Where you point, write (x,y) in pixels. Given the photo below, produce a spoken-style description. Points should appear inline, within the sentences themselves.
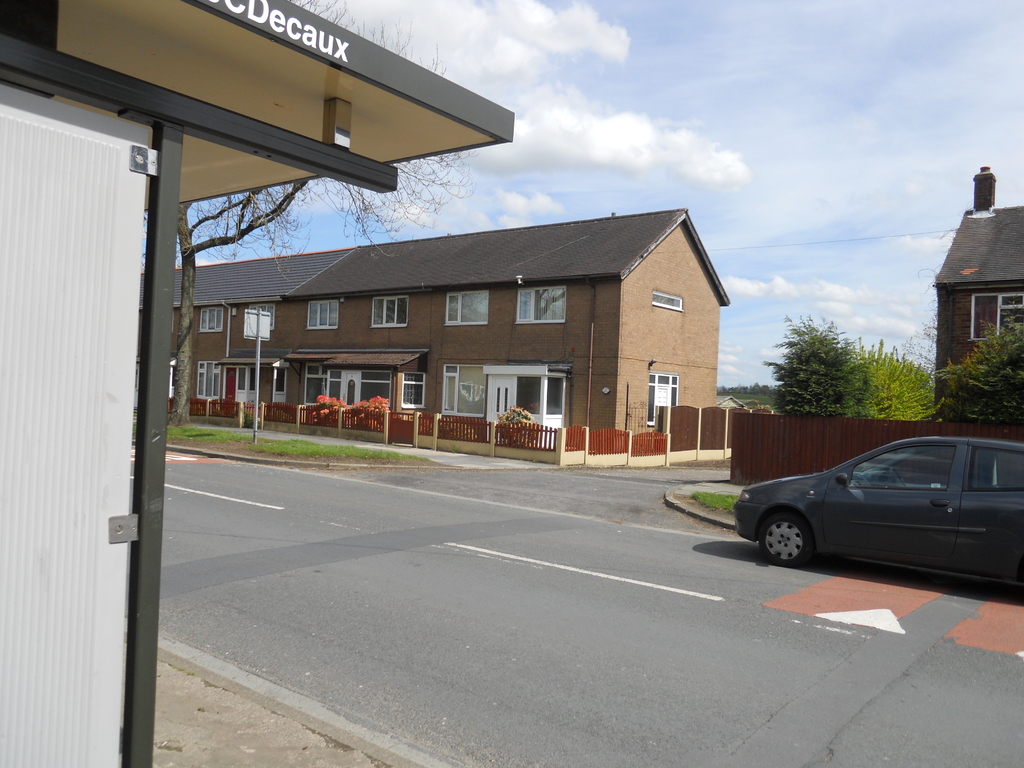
In this image I can see buildings (542,359), fence (543,441), trees (803,405) and a pole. Here I can see a vehicle (852,503) on the road (720,580). In the background (424,165) I can see the sky (681,122).
